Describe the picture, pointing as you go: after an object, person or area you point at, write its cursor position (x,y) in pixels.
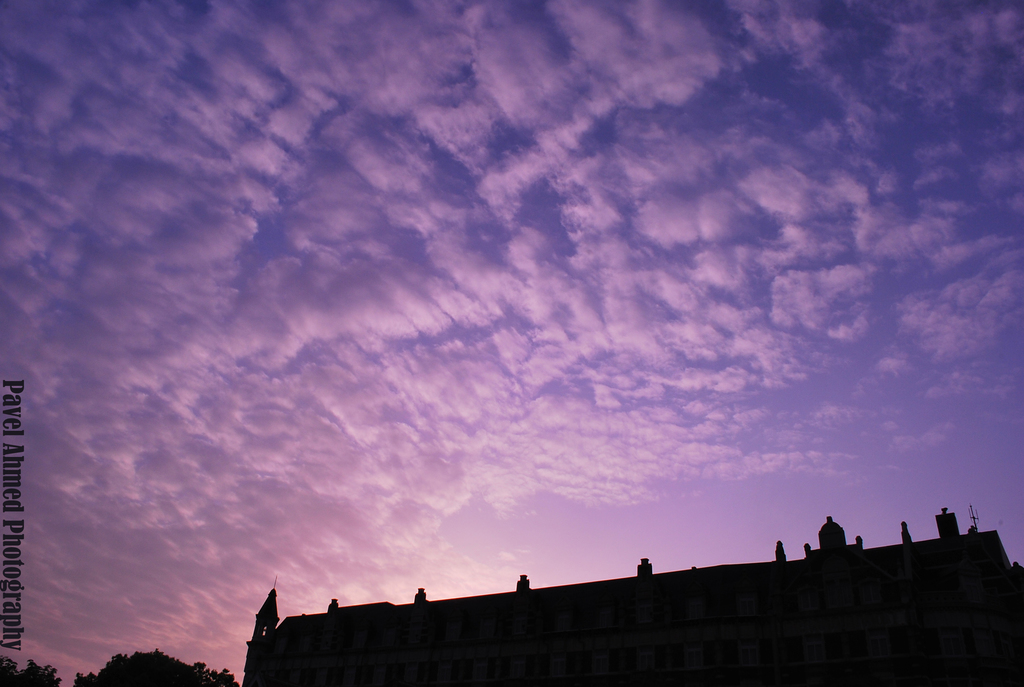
In the picture, there is a beautiful purple sky (449,369) and under the sky (606,547) there is a big building (485,633) and beside that there are few trees (161,668).
